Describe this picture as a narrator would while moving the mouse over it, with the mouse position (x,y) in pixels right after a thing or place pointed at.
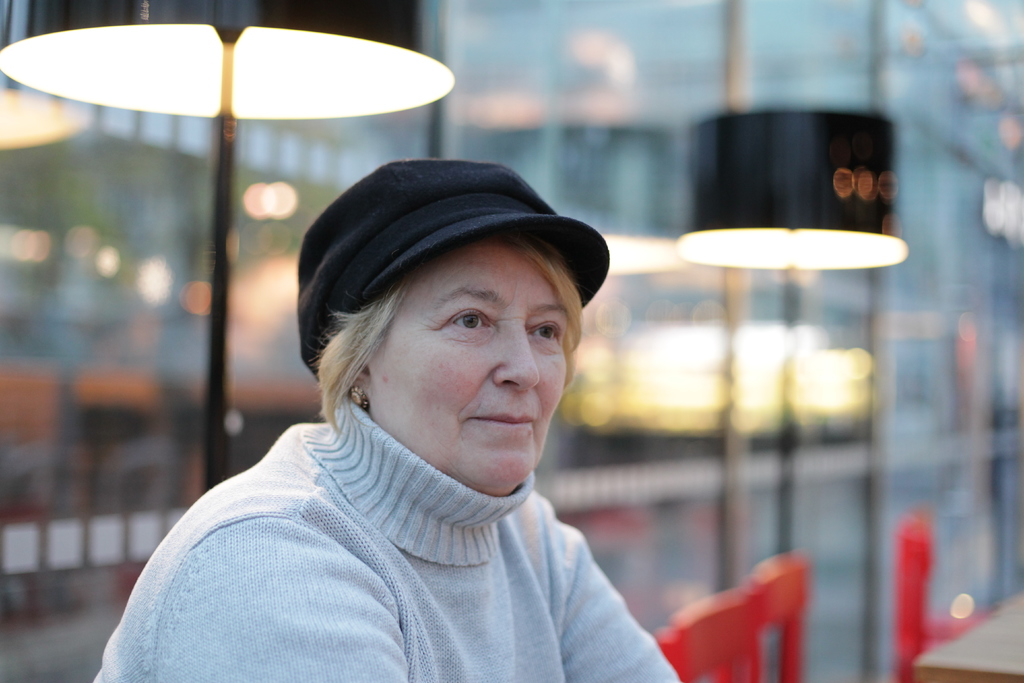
In this image, we can see a person (526,448) wearing clothes (538,619) and cap (377,216). There are lamps (731,115) at the top of the image (306,48). There are chairs (919,562) in the bottom right of the image (900,622).
